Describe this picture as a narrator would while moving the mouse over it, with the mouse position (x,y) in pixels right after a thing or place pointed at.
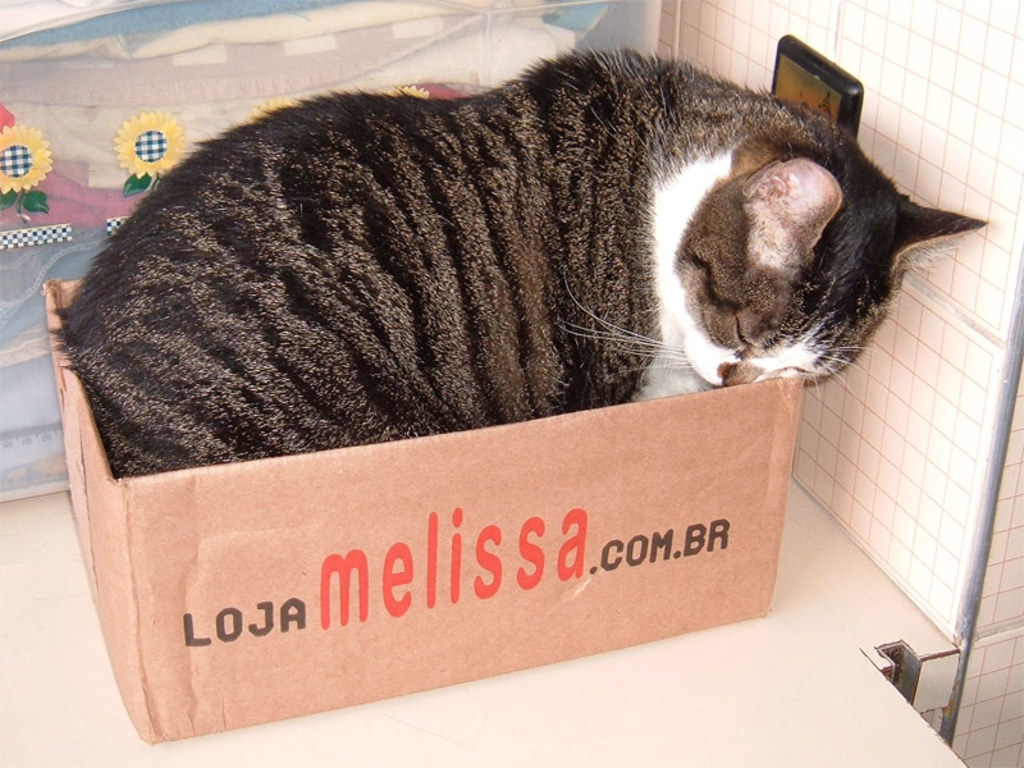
The picture consists of a cat (274,350) in a box (341,544). The box (169,630) is on the desk (825,670). At the top (69,141) there is a container (148,127). On the right (800,63) there is an object (827,81) attached to the wall (865,454).
